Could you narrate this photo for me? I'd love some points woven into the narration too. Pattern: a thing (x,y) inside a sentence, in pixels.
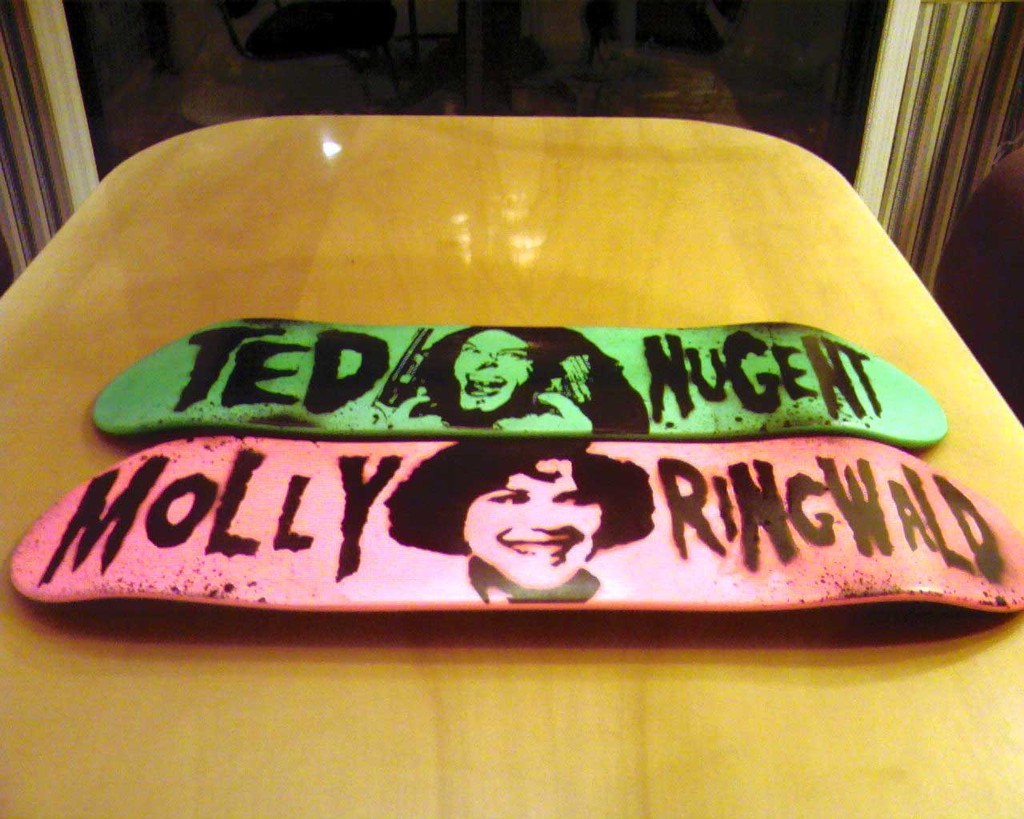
This image consists of a table (315,248) on which we can see two skateboards (471,579). on which there is a text (242,545) and pictures (490,577) of two persons (469,536). In the background (432,92), it looks like a window (205,113).
